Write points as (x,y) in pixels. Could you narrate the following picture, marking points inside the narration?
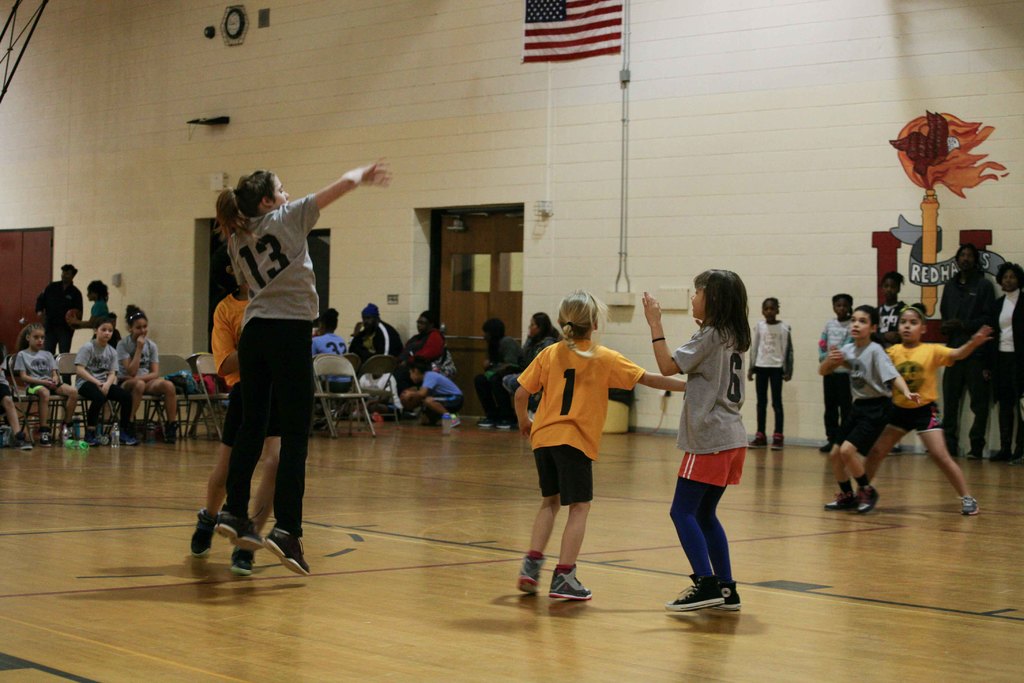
In this picture I can see the court (196,488) in front (189,462) and I see number of people (274,233) and in the background (101,16) I see the wall (707,151) and I see the doors (509,234) and I see few of them are sitting on chairs (384,376).
